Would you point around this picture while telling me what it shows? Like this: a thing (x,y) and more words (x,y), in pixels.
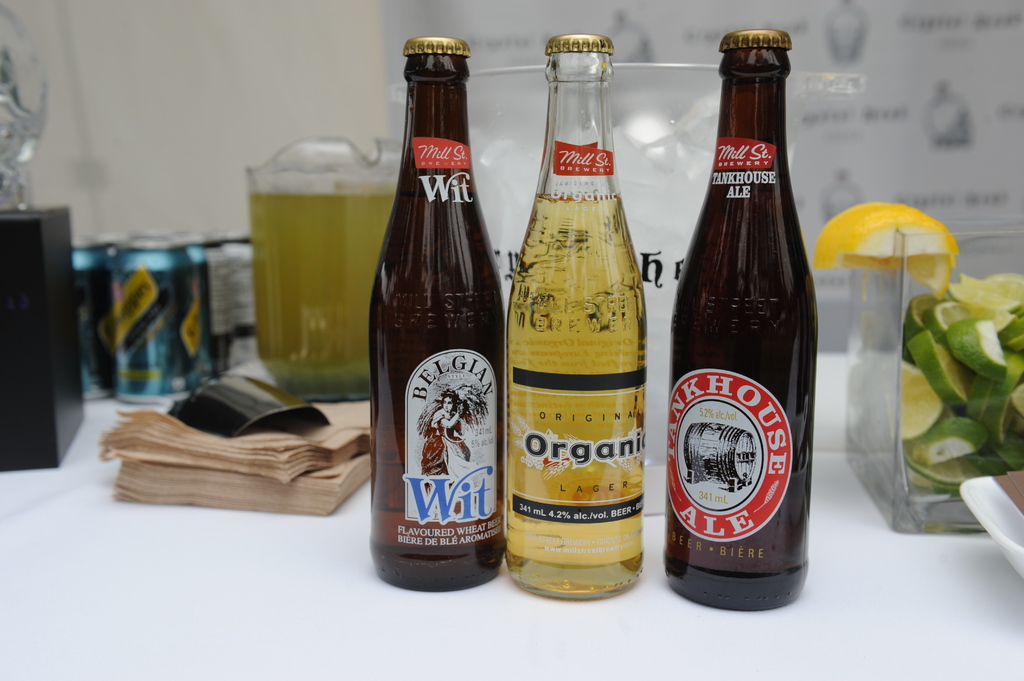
In this image on a table (596,661) there are three bottles (552,342), papers (276,436), slices of lemon (943,289) in a container (899,322). Few cans (171,289) are here. Few other things (307,271) are there on the table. In the background (383,37) there is wall (499,26).
